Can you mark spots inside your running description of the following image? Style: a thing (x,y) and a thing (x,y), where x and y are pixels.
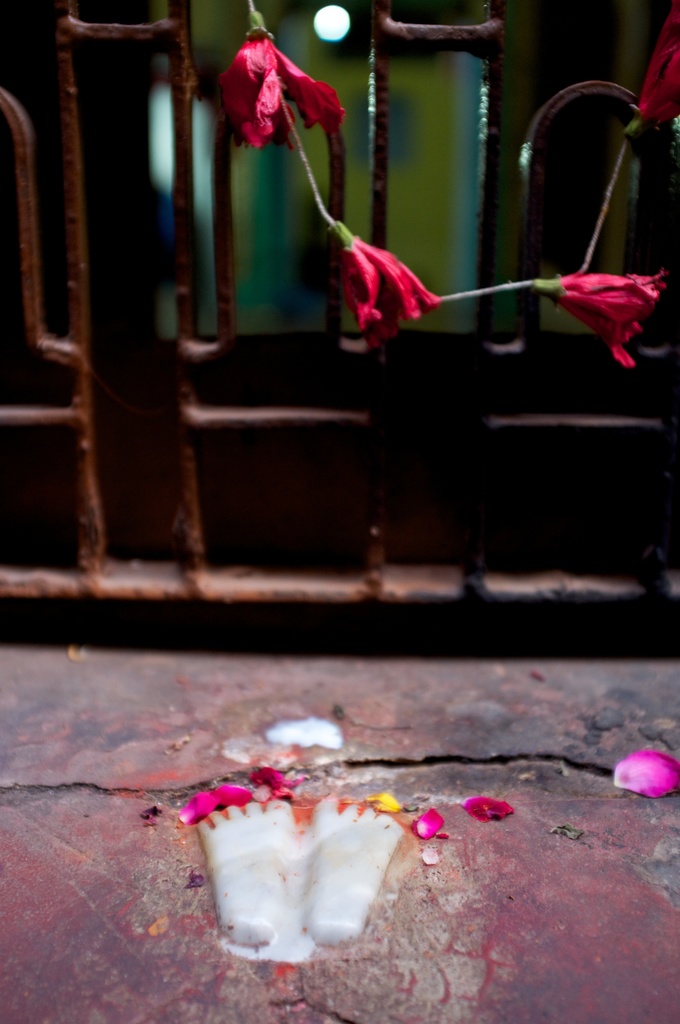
There is a footprint (339,860) of a person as we can see at the bottom of this image (283,918). There is a mesh (302,577) in the background (550,418).
